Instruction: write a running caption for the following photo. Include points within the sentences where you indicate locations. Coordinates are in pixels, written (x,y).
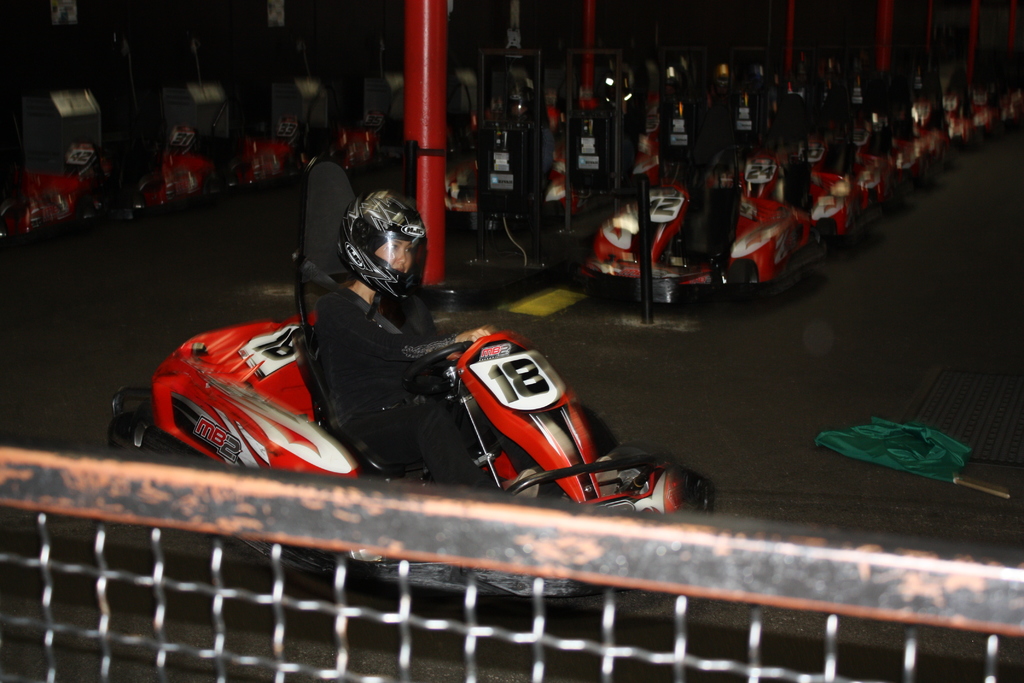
In the image there is a mesh (295,600) in the foreground (259,594), behind the mesh (49,649) there is a person (406,372) sitting in a vehicle (416,367) and behind the person (339,339) there are poles (427,112) and a lot of vehicles (85,185).
